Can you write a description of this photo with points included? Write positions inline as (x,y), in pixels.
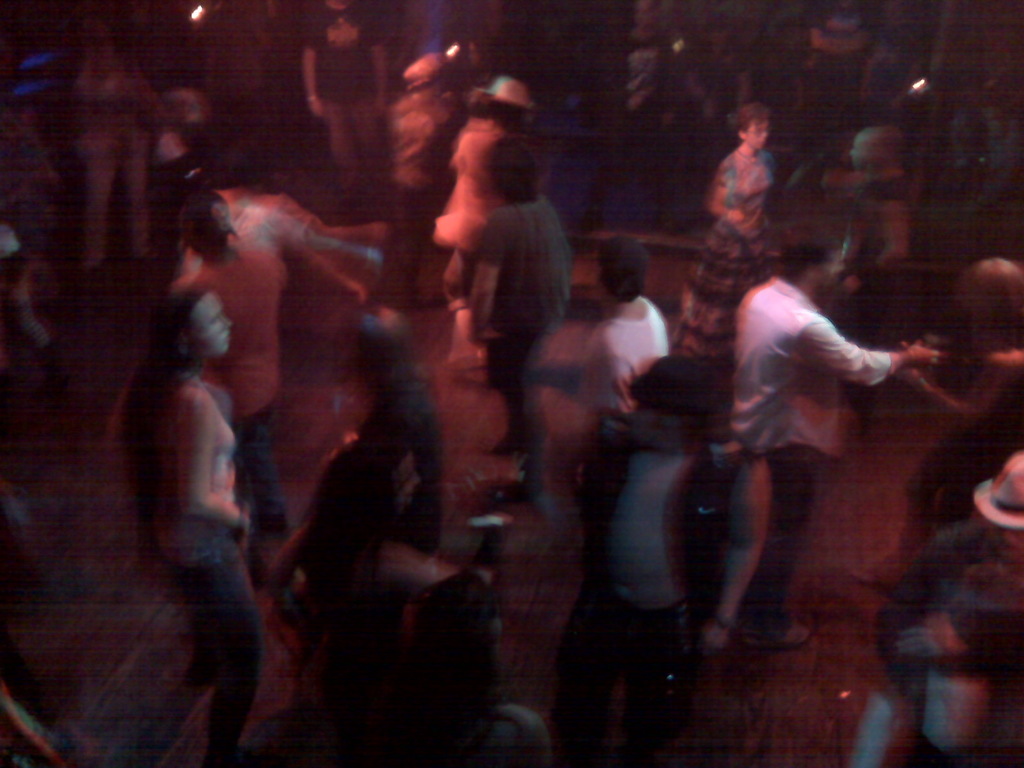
In the picture I can see few persons (518,361) standing and there is a red color light (457,231) on them.
